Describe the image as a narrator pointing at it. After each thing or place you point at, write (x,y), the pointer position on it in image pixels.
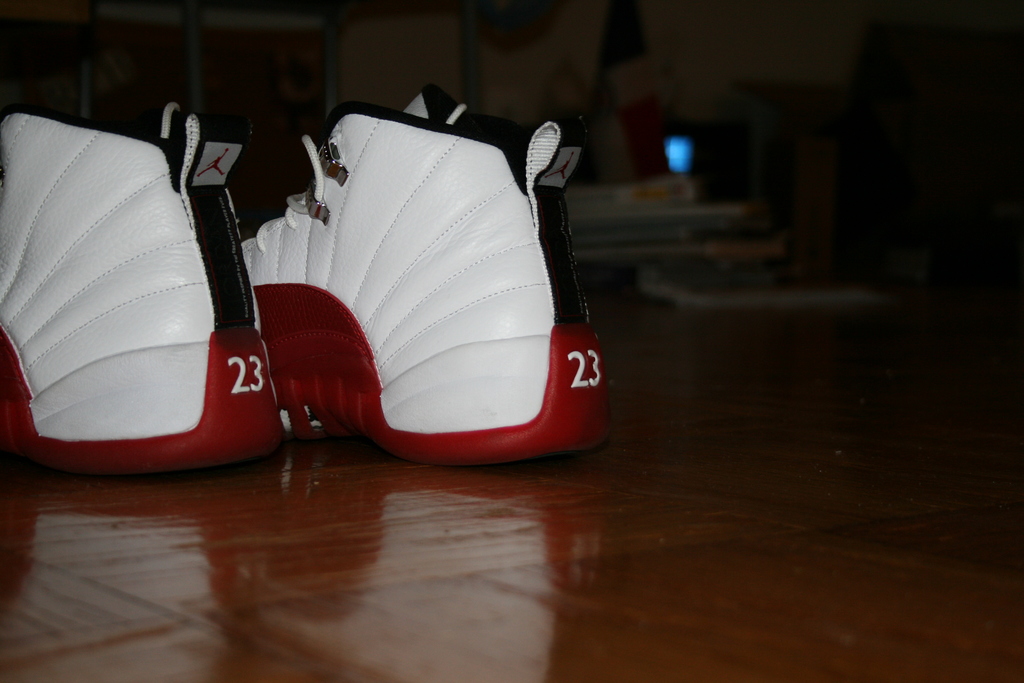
In this picture we can see two shoes (293,285) here, in the background (694,244) there are some books (639,253), we can see a blurry background (701,255).
